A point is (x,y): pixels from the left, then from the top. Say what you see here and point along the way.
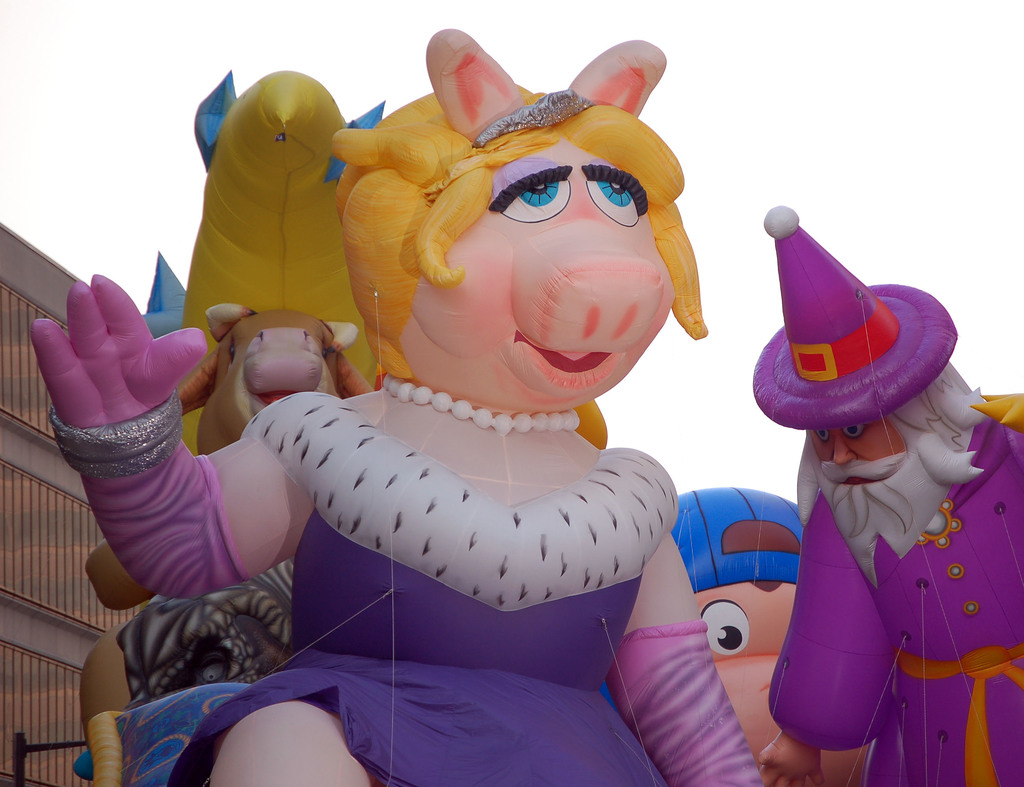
In the center of the image (468,446) we can see a few colorful toys (591,602). In the background (742,270), we can see the sky (791,38) and a few other objects (4,775).
